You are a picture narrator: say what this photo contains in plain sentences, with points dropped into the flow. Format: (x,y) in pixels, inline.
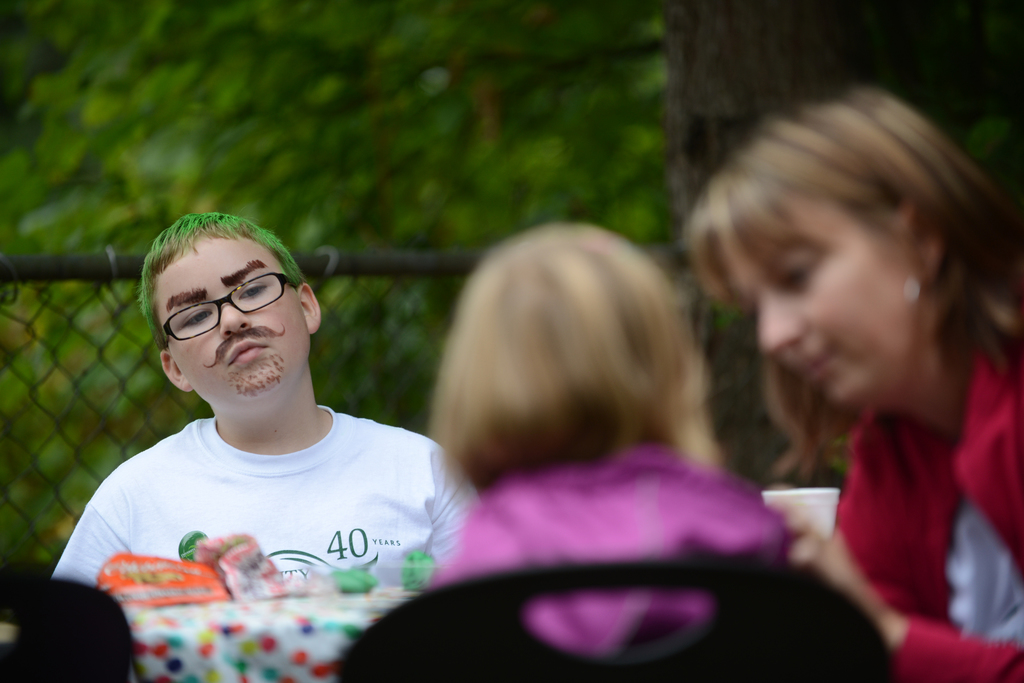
In this picture I can see a boy (189,297) with spectacles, there are some objects (187,584) on the table (238,612), there are chairs (808,584), there are two persons (786,287), there is wire fence (26,333), and in the background (388,98) there are trees (619,128).
